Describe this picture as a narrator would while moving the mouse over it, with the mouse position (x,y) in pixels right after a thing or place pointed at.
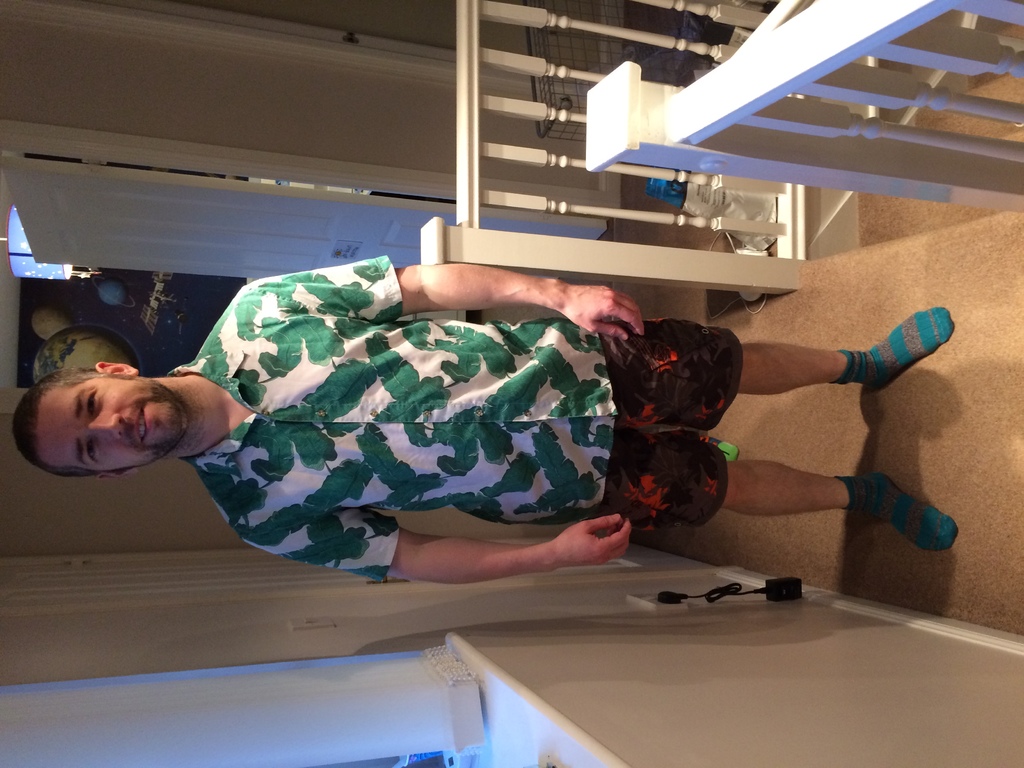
In the picture we can see a man (803,493) standing on the floor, just beside of him we can see a railing (587,157) which is white in color and in the background (88,163), we can see a door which is white in color and it is opened.
